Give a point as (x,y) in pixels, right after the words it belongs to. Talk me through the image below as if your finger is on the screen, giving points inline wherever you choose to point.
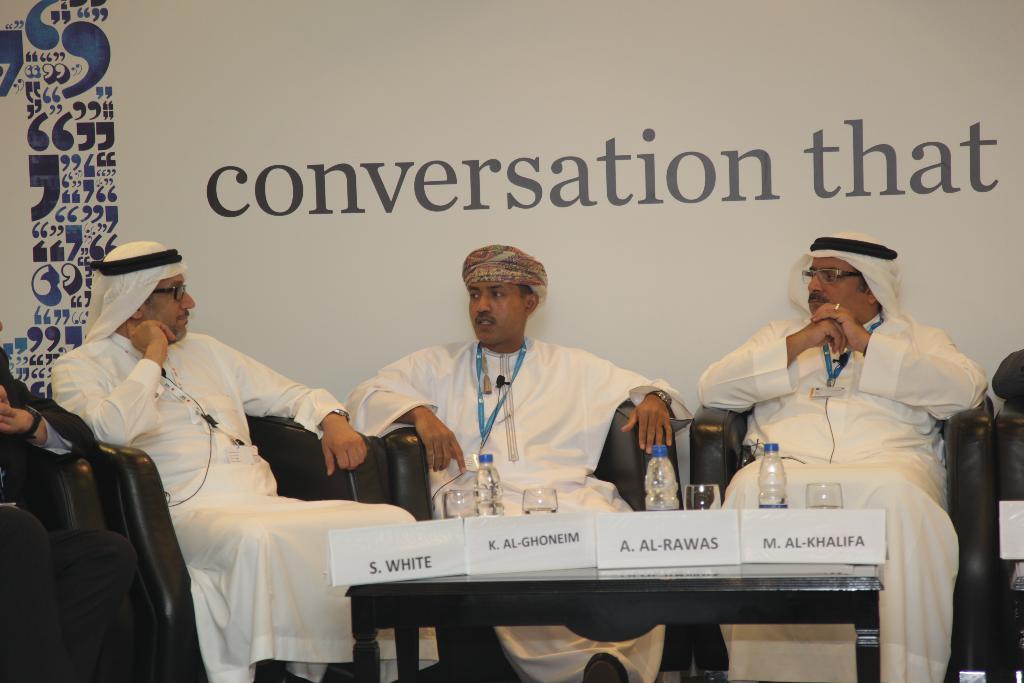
In this image In the middle (531,447) there is a man (544,475) he wear white dress (558,416) and tag (499,411) he is staring at a man (211,358). On the right (861,454) there is a man (826,375) he wear tag (837,391), spectacles (839,277) he is sitting on the chair (955,473). In the middle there is a table (646,593) on that there is a board (783,539), bottle (764,480) and glass (537,511). On the left (179,447) there are two men (165,463). In the background (553,176) there is a text (664,201).
